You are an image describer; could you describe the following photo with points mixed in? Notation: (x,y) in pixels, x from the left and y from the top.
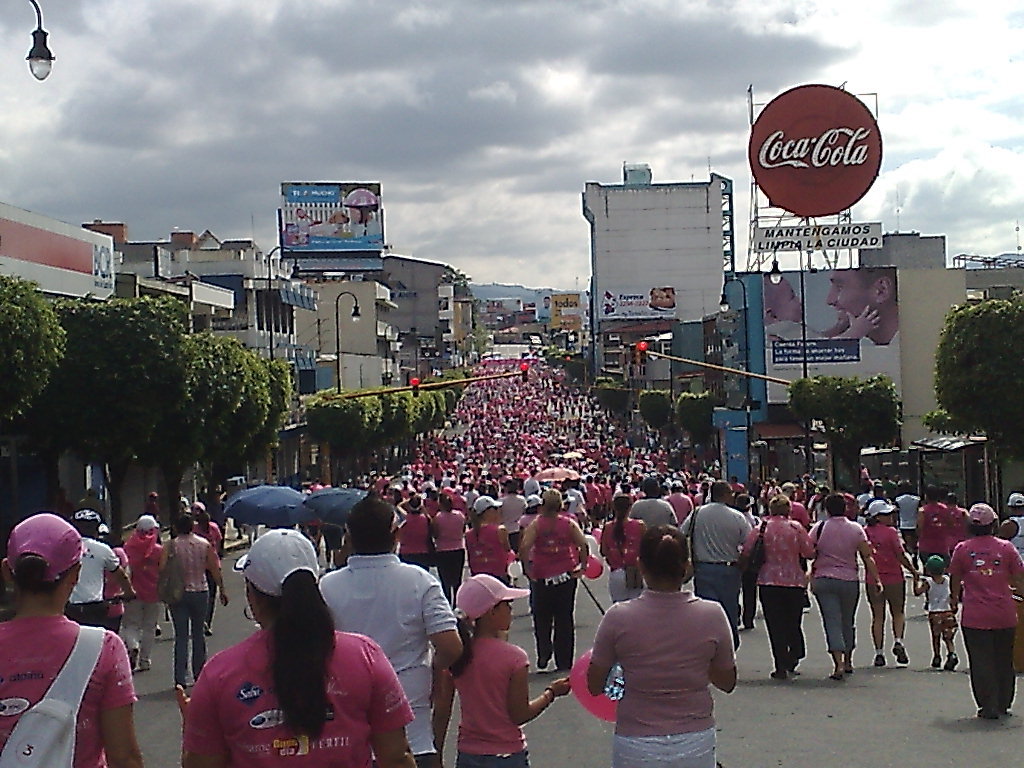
As we can see in the image there are group of people (99,670), trees (121,434), banners (339,227), buildings (321,306), street lamps (339,317) and umbrellas (279,518). At the top (586,17) there is sky (305,91) and clouds (332,77).
